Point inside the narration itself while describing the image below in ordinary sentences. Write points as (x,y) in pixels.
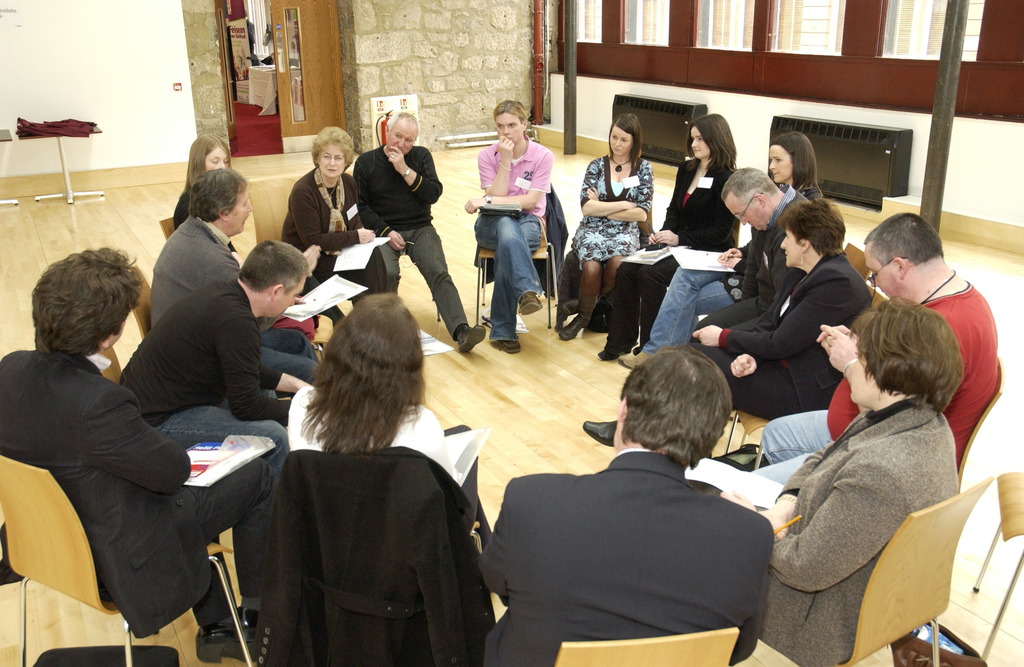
It is a closed room (472,144) where so many people (440,294) are seated on the chairs (11,548) in a circle, behind them there is a wall (504,65) and windows (816,47) and a wooden door (326,98) and red carpet (255,133) too and behind them there are two tables (63,157). The persons (612,568) are holding books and pens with them.
